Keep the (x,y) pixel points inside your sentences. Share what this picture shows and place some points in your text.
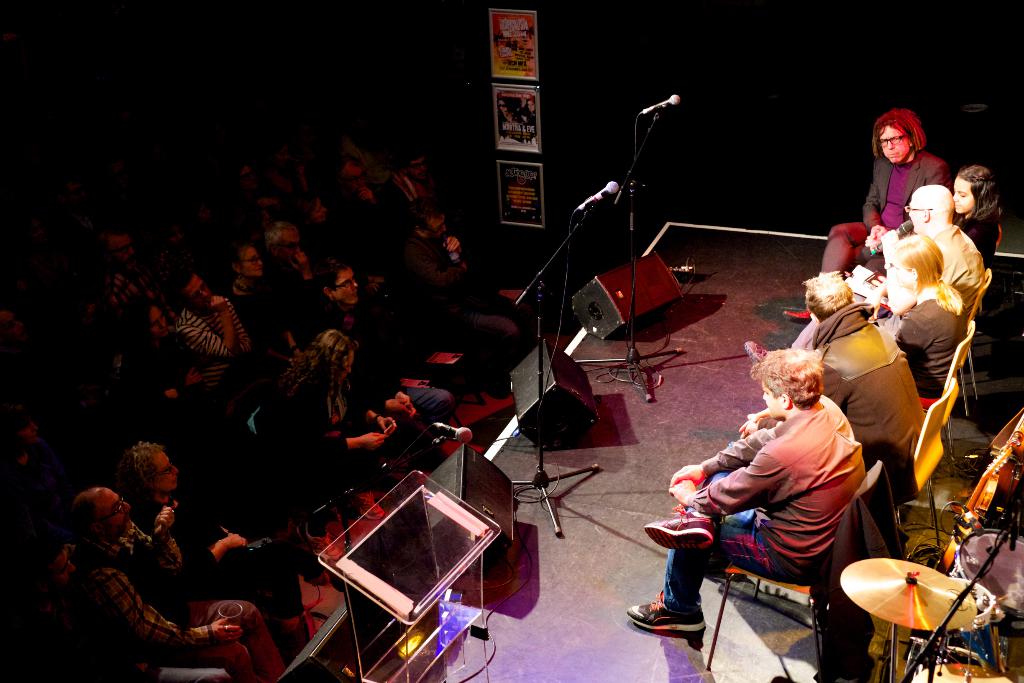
In this image, there are group of people (307,414) sitting together. There are some persons (952,210) on the right side of the image (934,174) wearing clothes (921,180) and sitting on chairs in front of mics (632,299) and speakers (523,391). There are musical instruments (902,567) in the bottom right of the image (1005,652).
